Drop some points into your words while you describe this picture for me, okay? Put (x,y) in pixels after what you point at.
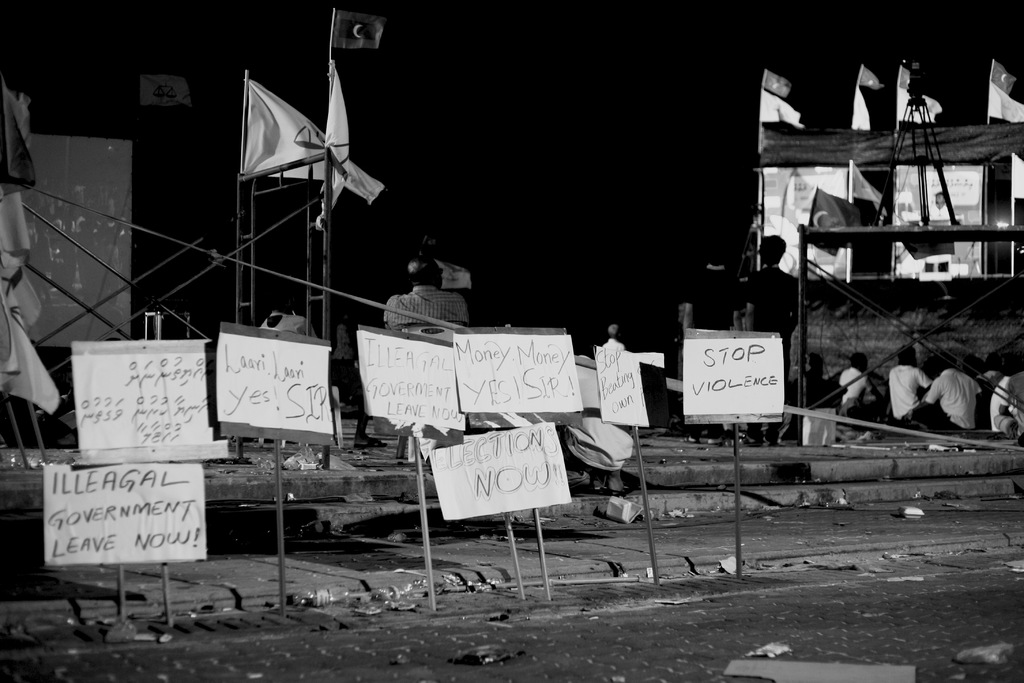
In this image in the center (395,356) there are boards (558,493) with some text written on it. In the background (609,475) there are flags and there are persons (912,379) standing and sitting.
